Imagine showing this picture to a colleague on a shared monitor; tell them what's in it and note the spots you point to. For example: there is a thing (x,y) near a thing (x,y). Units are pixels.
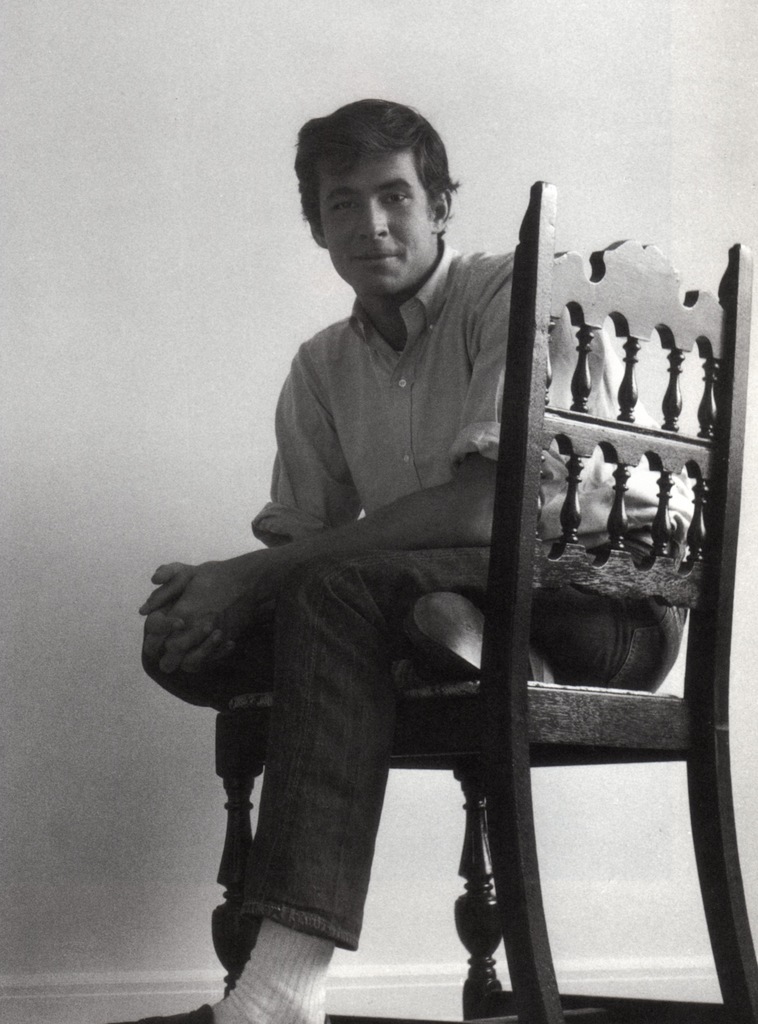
This is a black and white pic. We can see a man (427,652) is sitting on a chair (472,757). In the background (407,862) we can see the wall (239,527).
